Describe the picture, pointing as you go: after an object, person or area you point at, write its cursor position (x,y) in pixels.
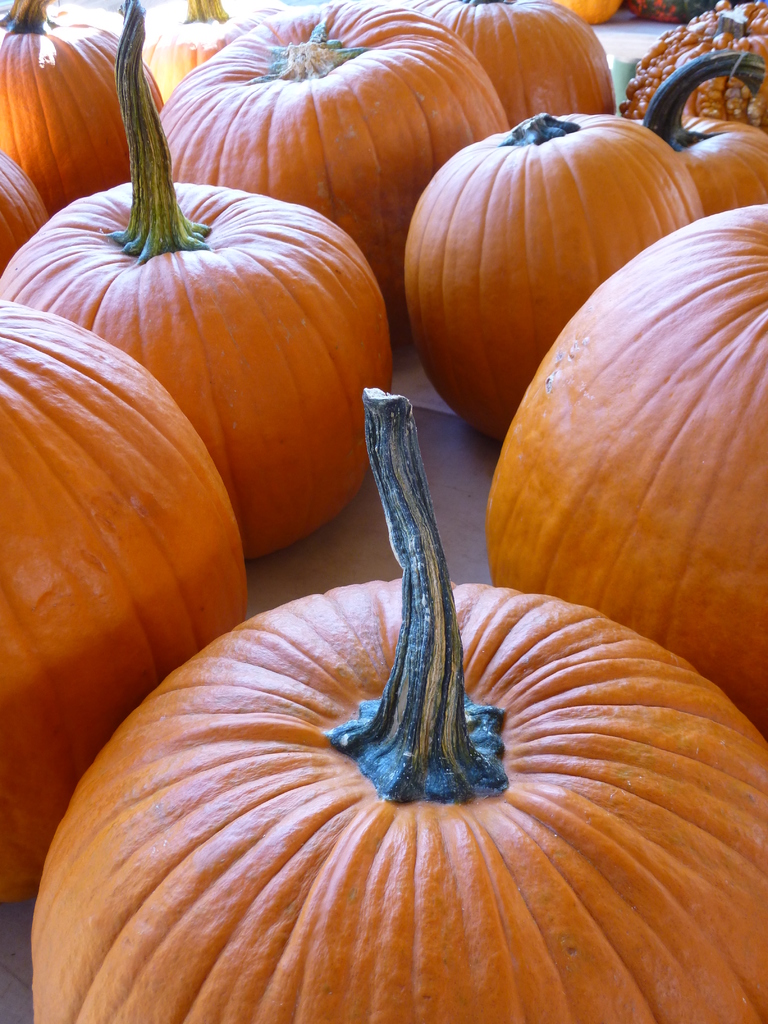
In this image we can see pumpkins (685,629). In the center of the image (455,523) floor (452,492) is there.
